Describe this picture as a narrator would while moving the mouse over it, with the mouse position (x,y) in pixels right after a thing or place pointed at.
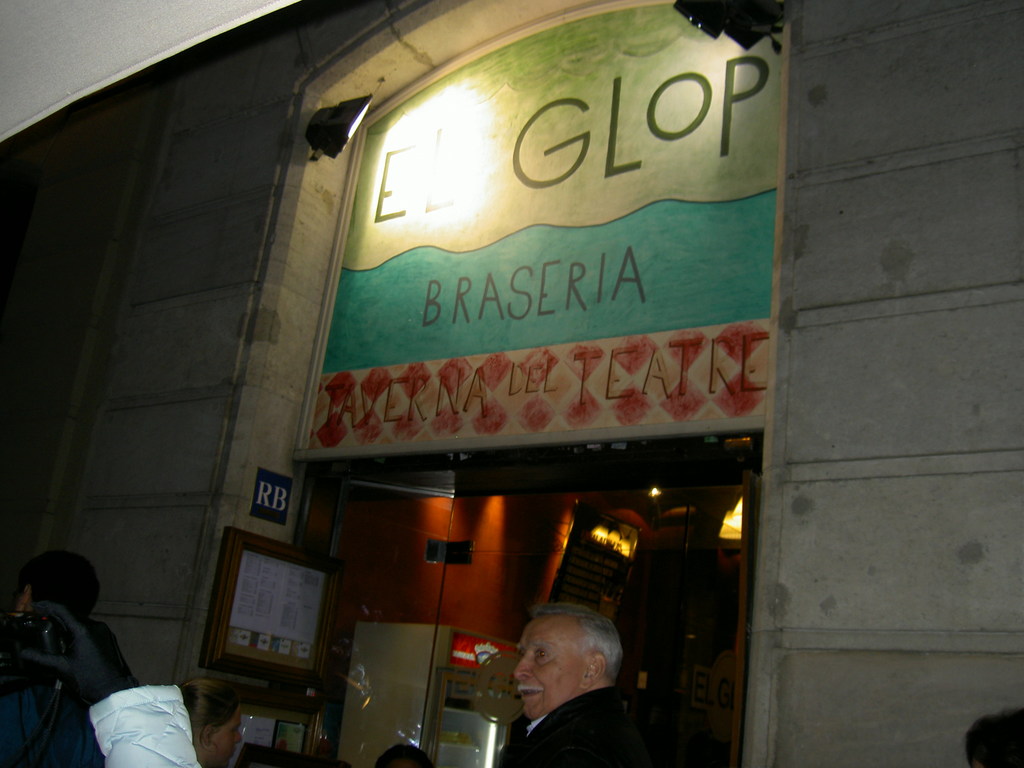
In the image we can see there are people (191,700) wearing clothes (161,732). Here we can see human hand (92,687), wearing glove (76,657) and a camera (3,649). We can see text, lights (321,148), board (274,583) and a glass door (378,580).
